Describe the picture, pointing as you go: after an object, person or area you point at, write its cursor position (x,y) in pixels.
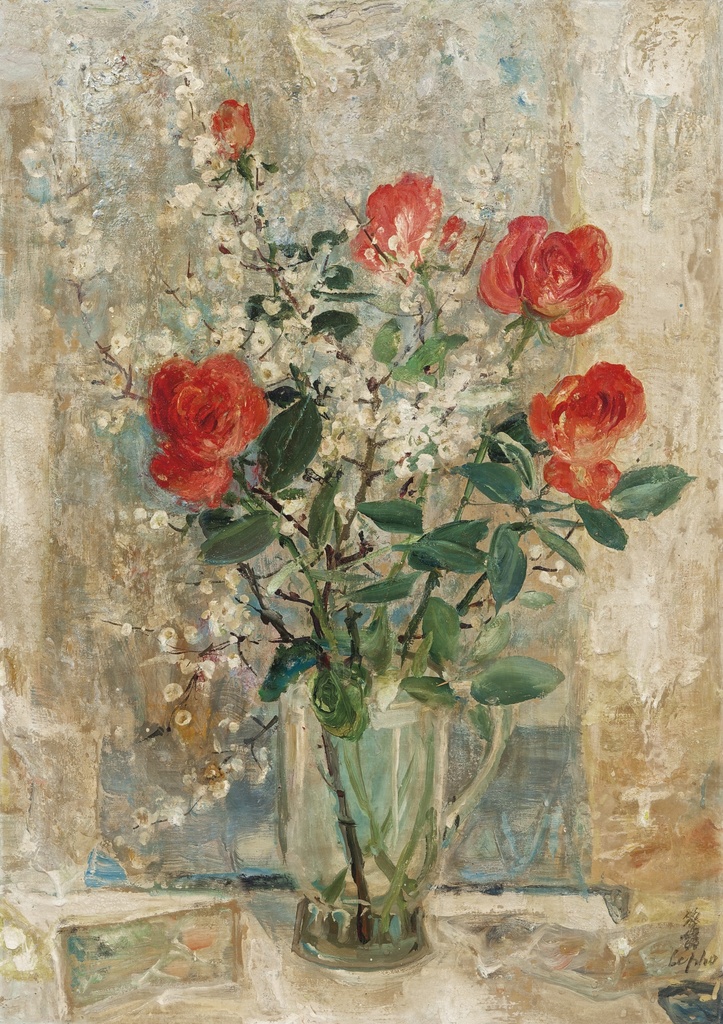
In this image we can see the painting (366,629) of a flower vase (366,791).
